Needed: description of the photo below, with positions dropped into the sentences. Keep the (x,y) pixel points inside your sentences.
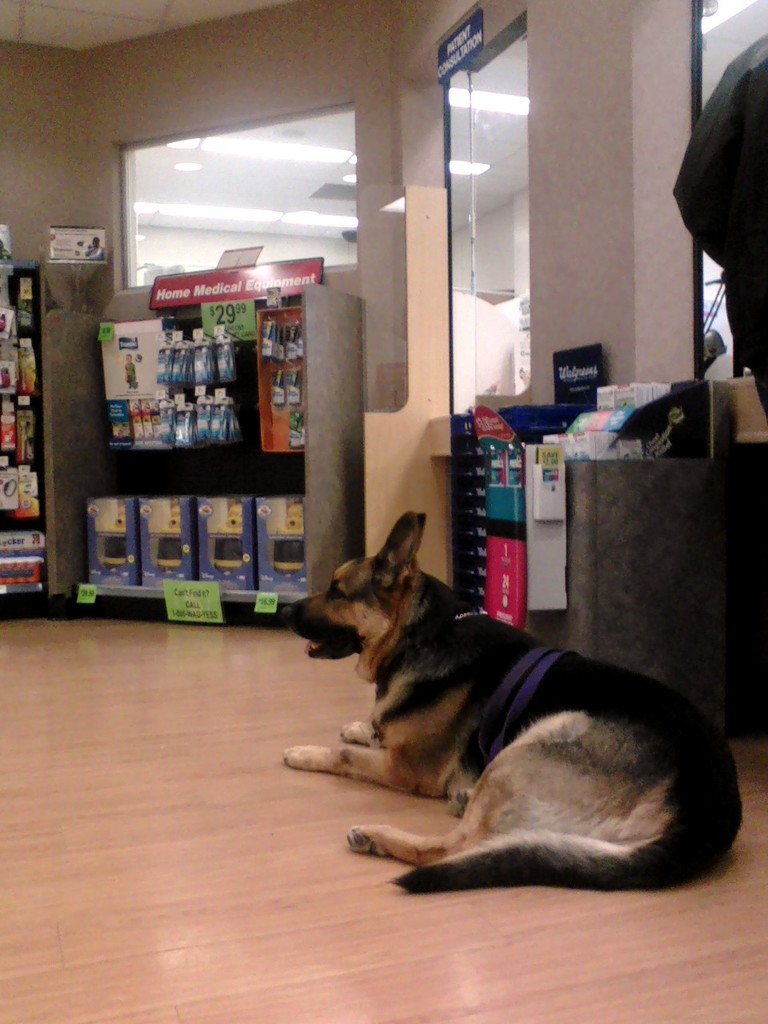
This picture is inside view of a room (372,823). In the center of the image (415,620) we can see a dog (549,690) is present. In the middle of the image (324,464) we can see some objects (222,523), wall (638,215), glass (479,292), boards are there. At the top of the image (199,13) roof (186,12) is present. At the bottom of the image (239,902) floor (219,936) is there.
